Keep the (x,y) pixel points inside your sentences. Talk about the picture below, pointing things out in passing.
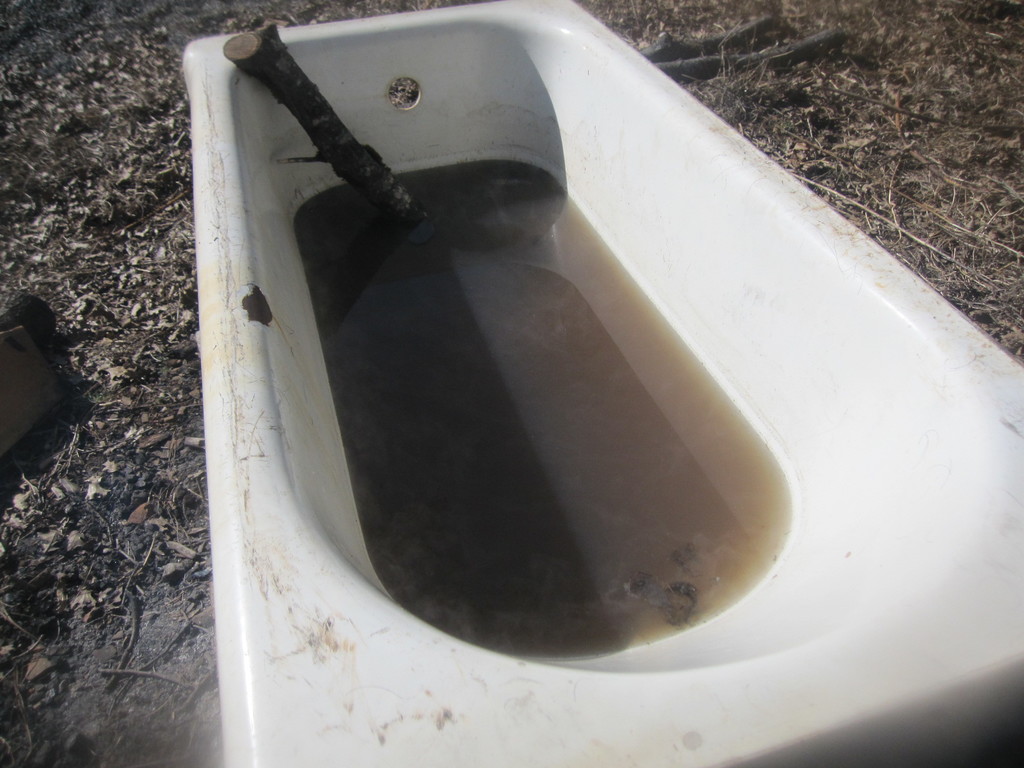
Here I can see a bathtub (282,474) which is placed on the ground (142,587). There are some water (421,397) in the bathtub (271,505).
